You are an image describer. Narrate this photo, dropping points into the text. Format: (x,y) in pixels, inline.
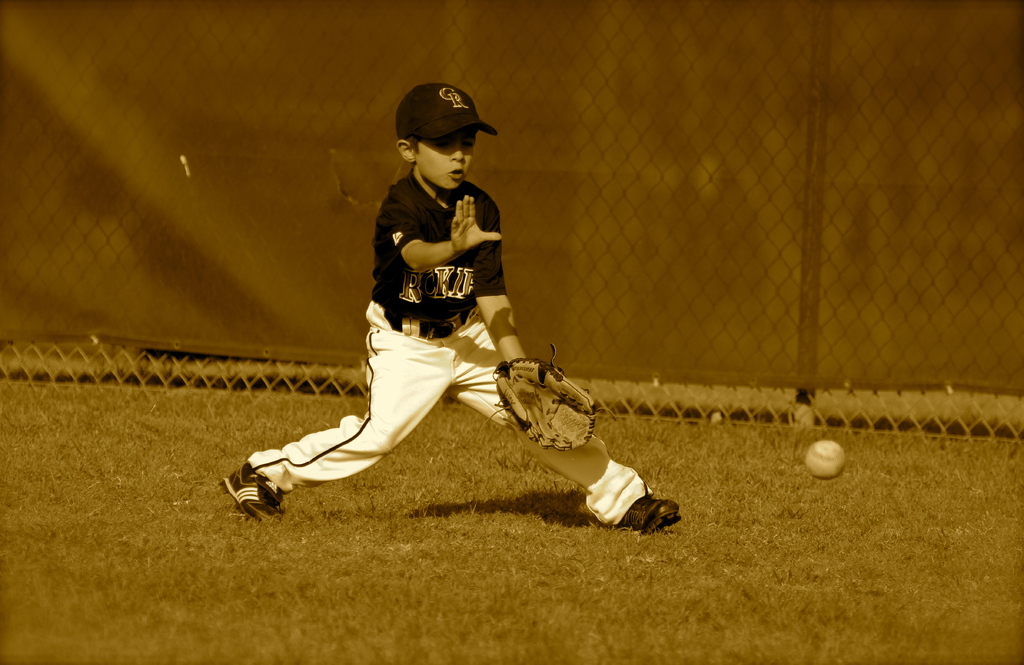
In this image, we can see a kid (467,273) wearing clothes (435,358) and glove (520,392). There is a ball (828,444) on the right side of the image (813,448). There is a mesh (679,159) in the middle of the image (679,388). There is a grass (688,490) on the ground (397,568).
